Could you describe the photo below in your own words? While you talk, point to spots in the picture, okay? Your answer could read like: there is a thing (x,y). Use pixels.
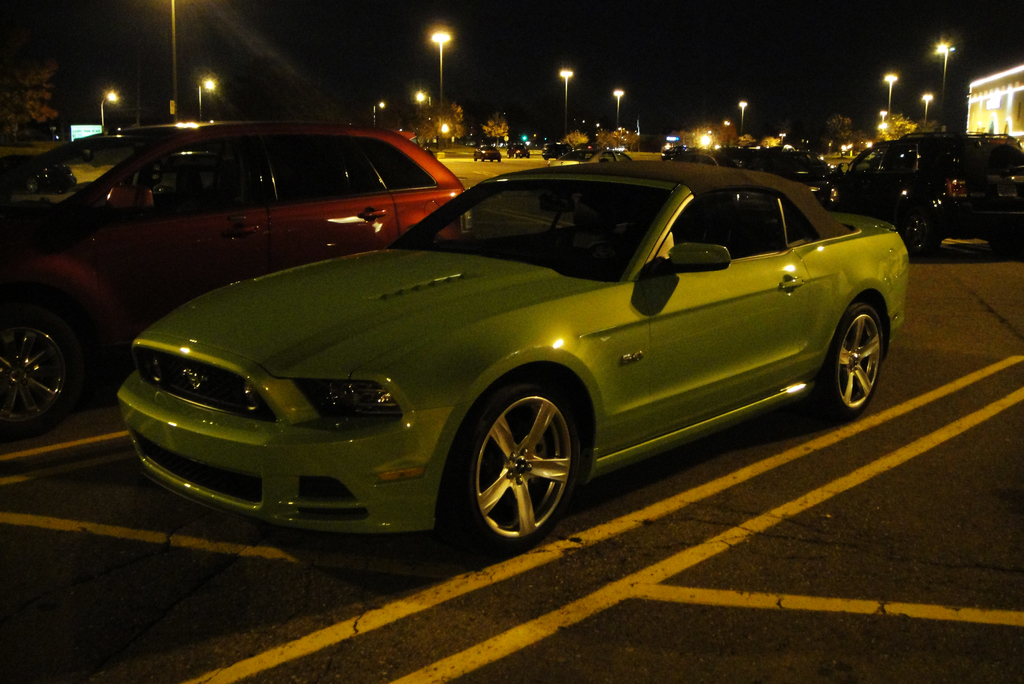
In this picture there are vehicles (476,222), light poles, trees (749,143) and on the right side (1010,118) there is a building (1013,112).
